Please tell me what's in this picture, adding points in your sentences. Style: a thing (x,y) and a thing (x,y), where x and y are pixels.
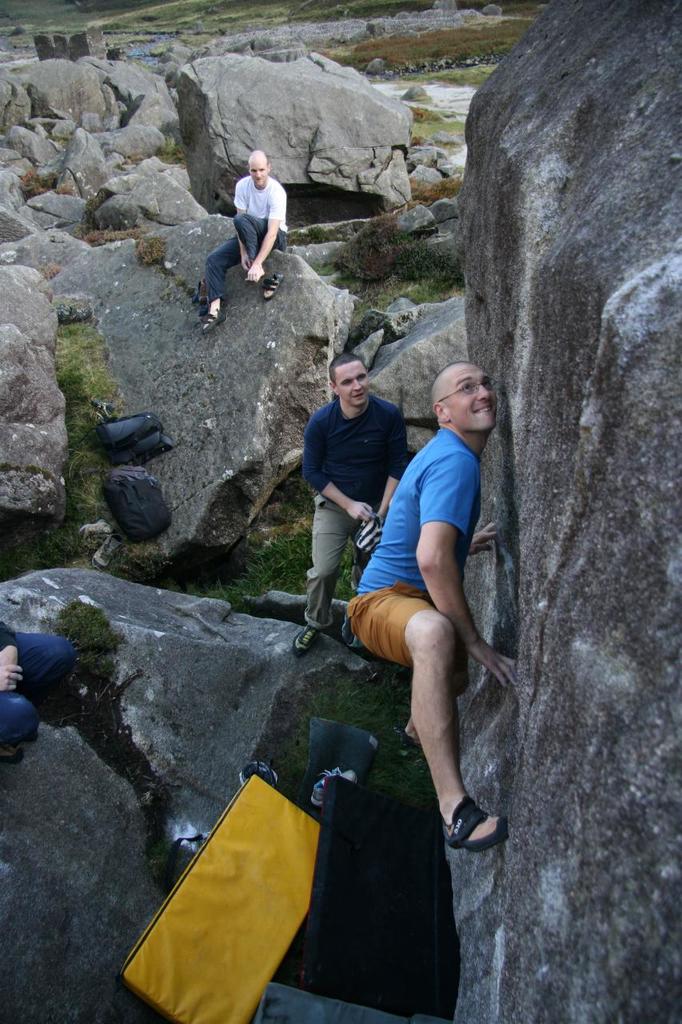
In this image we can see four persons (316,421), among them one person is climbing, there are some bags (159,429), rocks (112,348), grass (75,396) and some other objects (107,403).
